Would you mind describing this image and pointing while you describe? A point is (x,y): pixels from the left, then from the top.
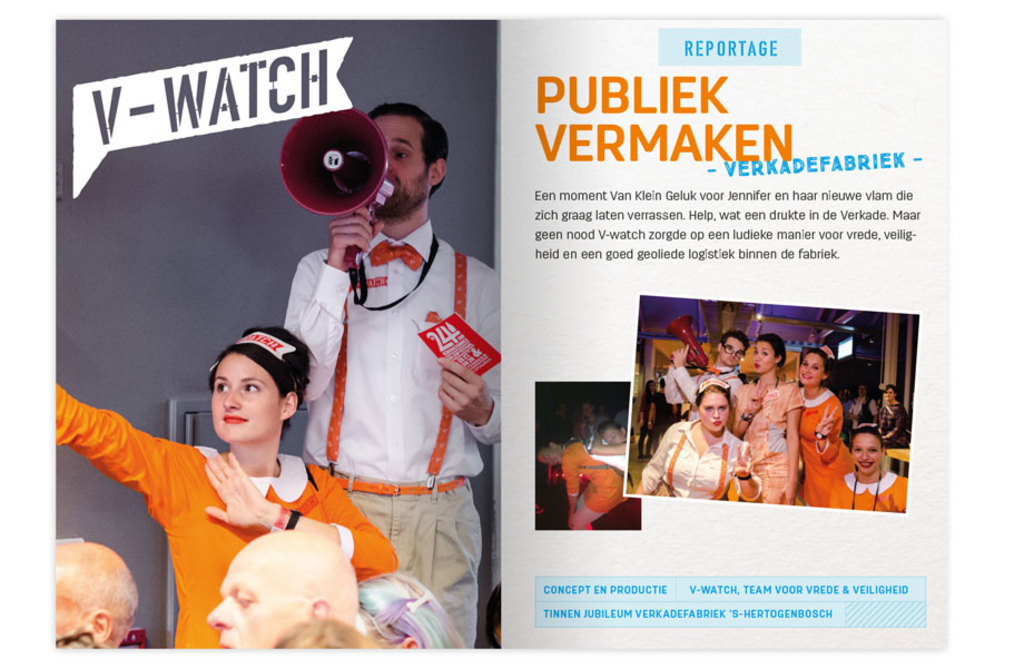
In this image I can see the collage picture and I can see group of people (661,422), some are sitting and some are standing. In front (362,455) the person (403,188) is holding the megaphone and I can see something written on the image.
